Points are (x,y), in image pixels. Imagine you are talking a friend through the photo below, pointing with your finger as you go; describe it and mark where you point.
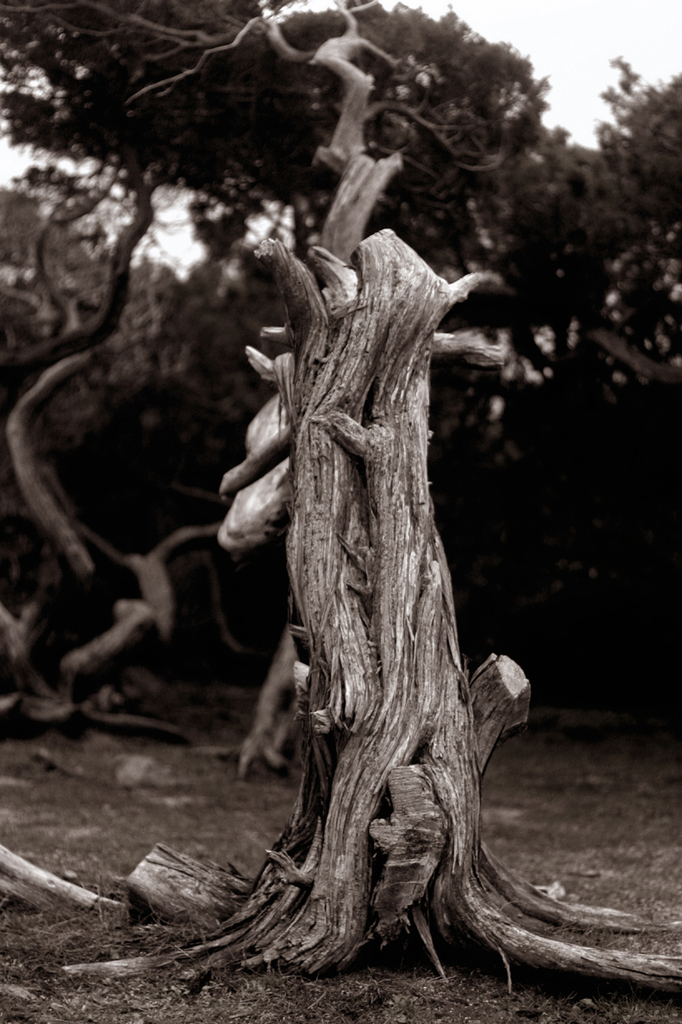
In front of the image there is the trunk (309,630) of a tree (291,498), in the background of the image (269,476) there are trees (114,220).
